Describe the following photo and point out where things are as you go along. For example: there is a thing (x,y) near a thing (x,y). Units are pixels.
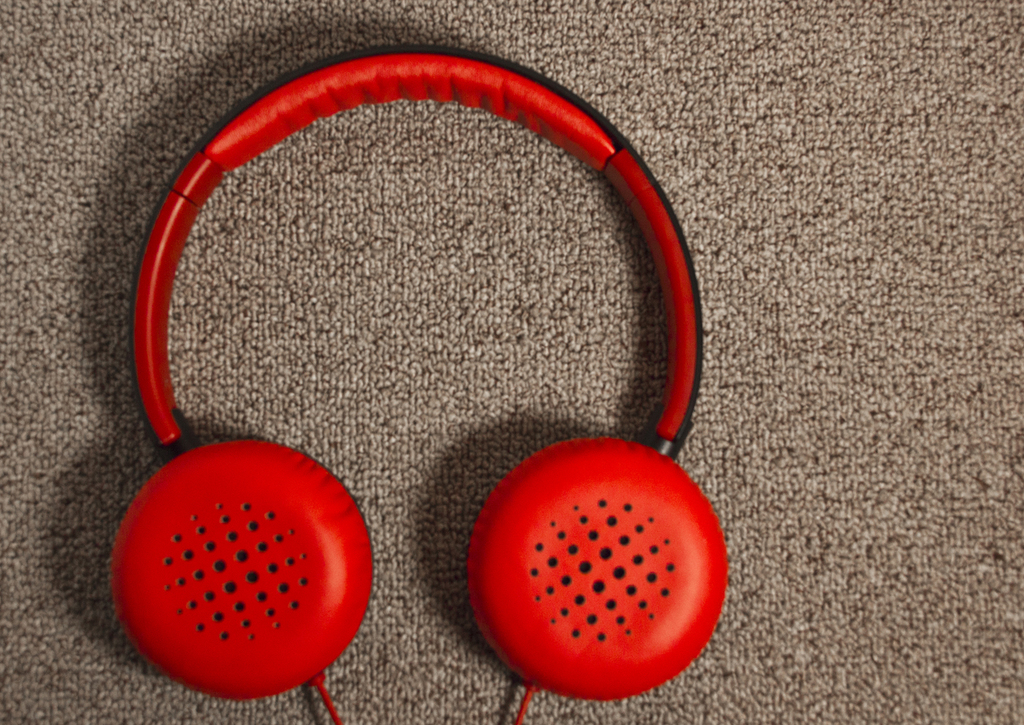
In the center of the image (543,465) there is a head set (541,571) placed on the cloth (878,341).
